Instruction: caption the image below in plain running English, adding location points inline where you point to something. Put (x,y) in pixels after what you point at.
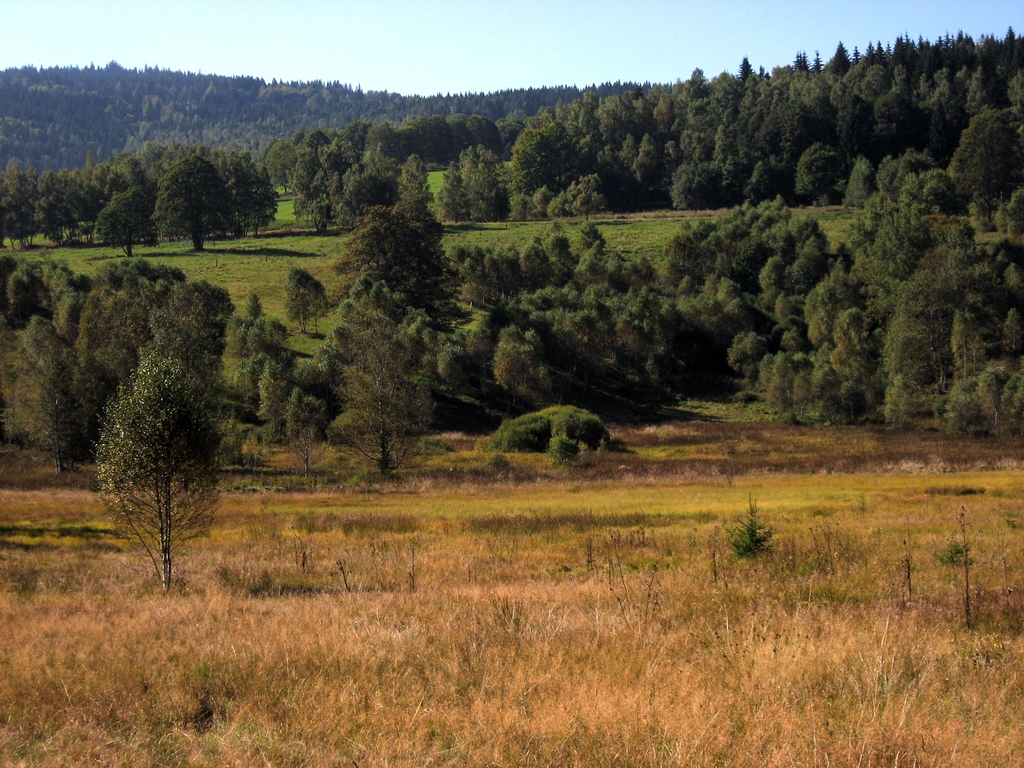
In this image, we can see the ground (213,695). We can see some grass (248,551), plants (520,422) and trees (530,382). We can see some hills (443,101) and the sky (563,14).
